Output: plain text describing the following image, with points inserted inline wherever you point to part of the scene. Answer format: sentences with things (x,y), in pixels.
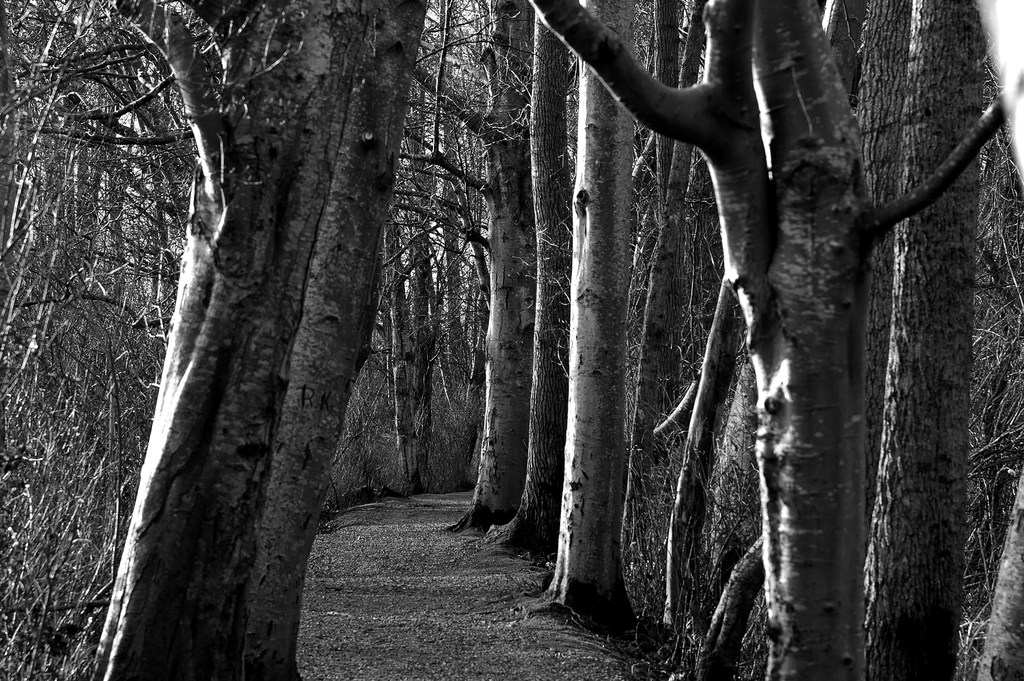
This is a black and white image, in this image there is a path (454,558), on either side of the path (419,647) there are trees (299,386).
